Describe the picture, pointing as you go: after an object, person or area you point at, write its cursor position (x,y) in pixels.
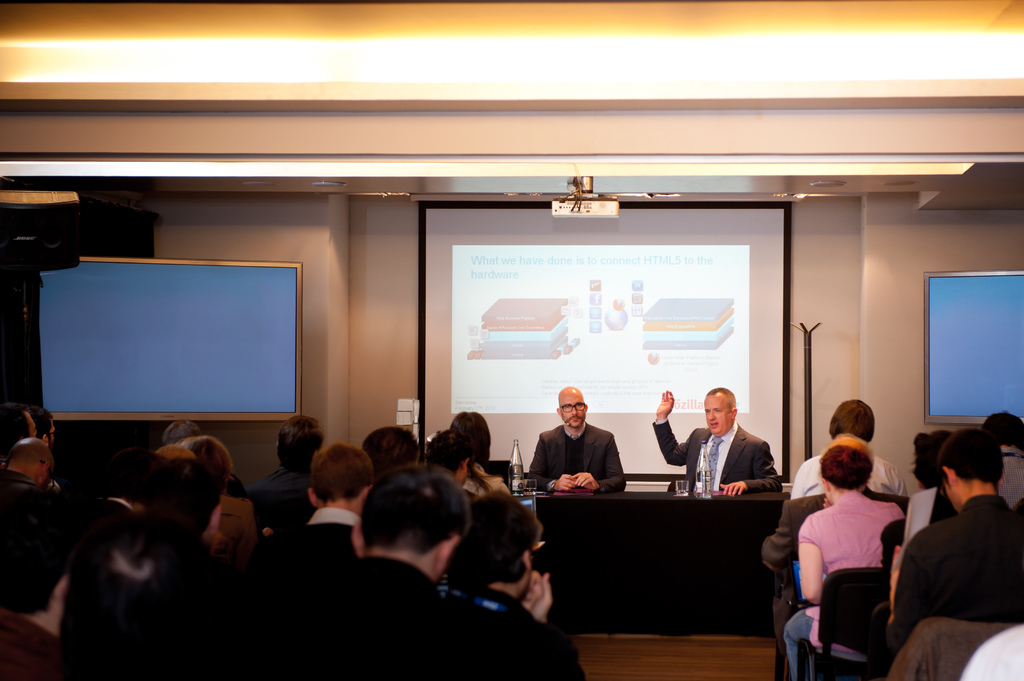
In the image we can see there are many people (444,461) sitting and wearing clothes (271,499). Here we can see a table (671,562) and on the table (710,510), we can see the bottles (698,484). Here we can see the electronic device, projected screen (585,349) and projector (577,216). Here we can see floor (687,639), wall (344,277) and the lights (303,173).
